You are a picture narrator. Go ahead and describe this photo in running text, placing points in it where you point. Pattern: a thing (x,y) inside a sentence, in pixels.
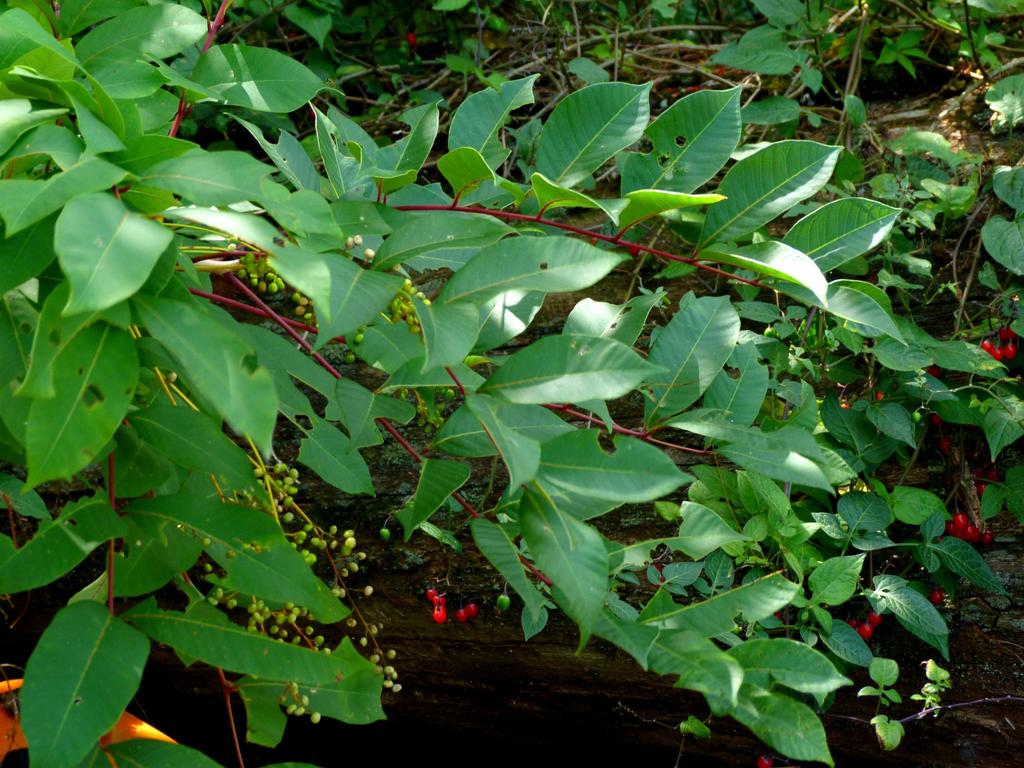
In the center of the image (429,299) we can see trees (218,373) and ground (448,647).
